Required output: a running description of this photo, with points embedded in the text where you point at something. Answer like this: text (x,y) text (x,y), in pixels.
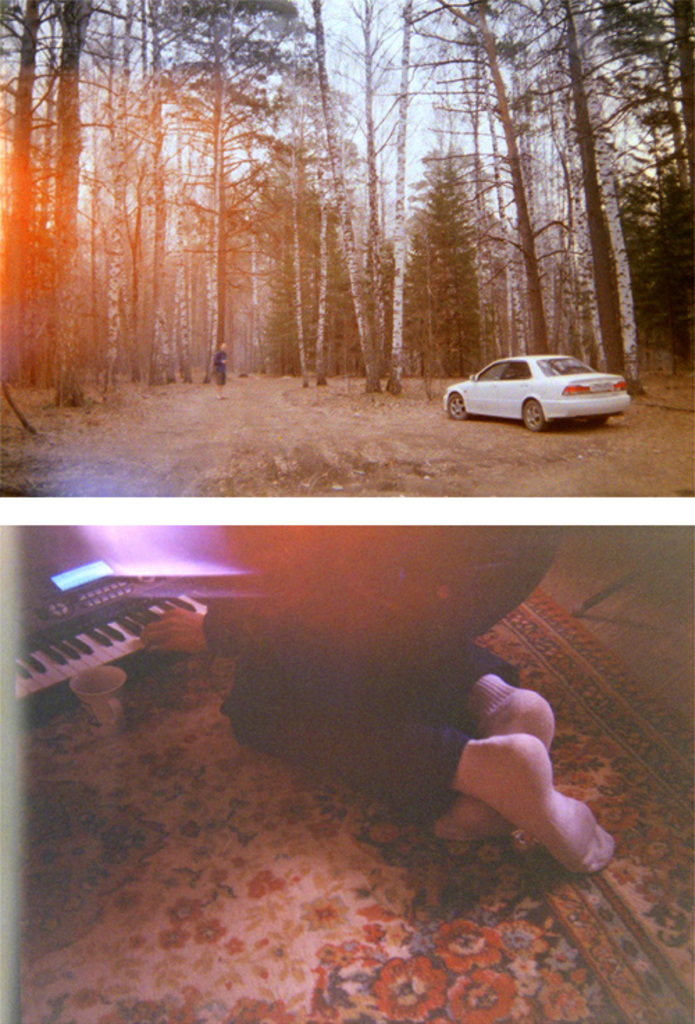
In this image there are two different images. At the top (317,265) there is a car (532,396), trees (383,302) and sky (338,77). At the bottom (363,752) there is a person (378,711), keyboard (109,632), cup (95,684) and mat (315,931).
